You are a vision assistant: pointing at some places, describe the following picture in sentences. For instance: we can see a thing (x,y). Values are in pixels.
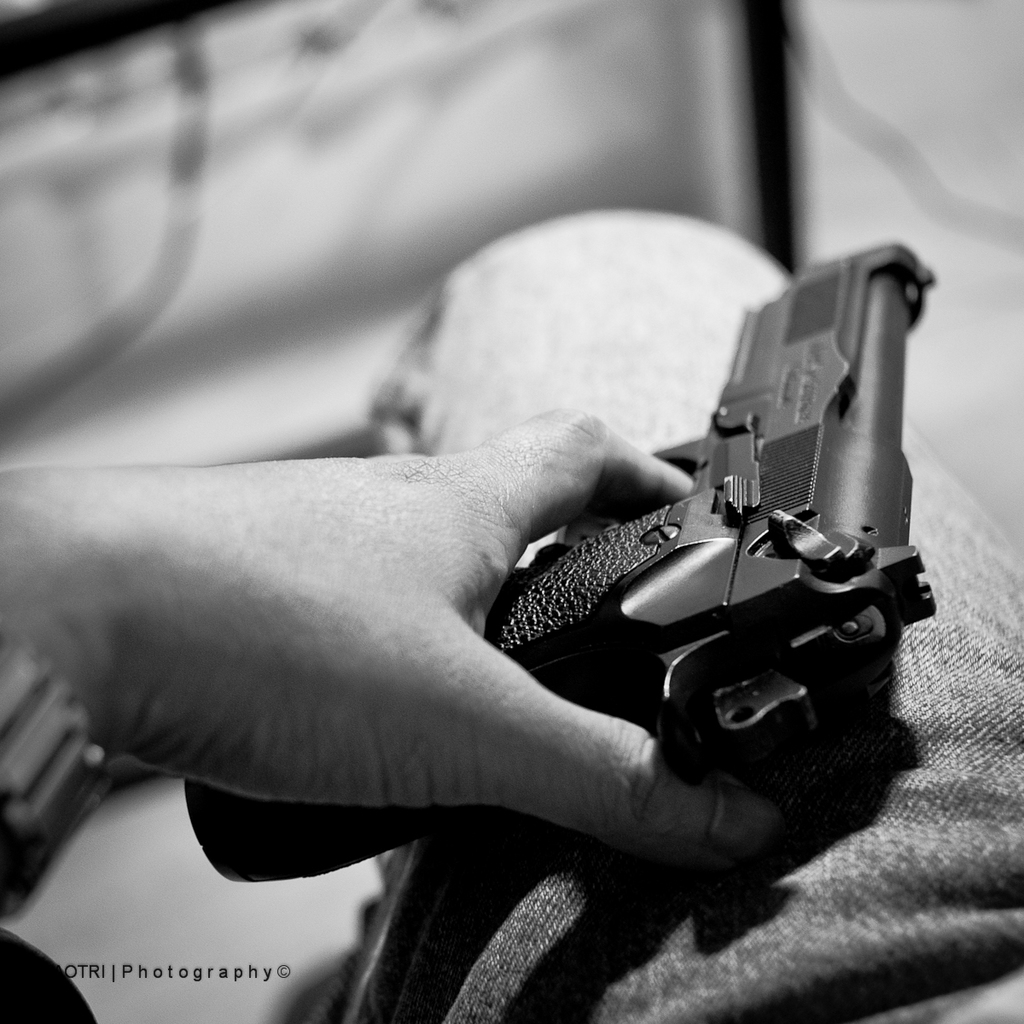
This is the black and white image where we can see a person's hand (477,609) holding gun (669,584) and kept on the leg (436,312). This part of the image is blurred. Here we can see the watermark (85,974) on the bottom left side of the image (115,974).
